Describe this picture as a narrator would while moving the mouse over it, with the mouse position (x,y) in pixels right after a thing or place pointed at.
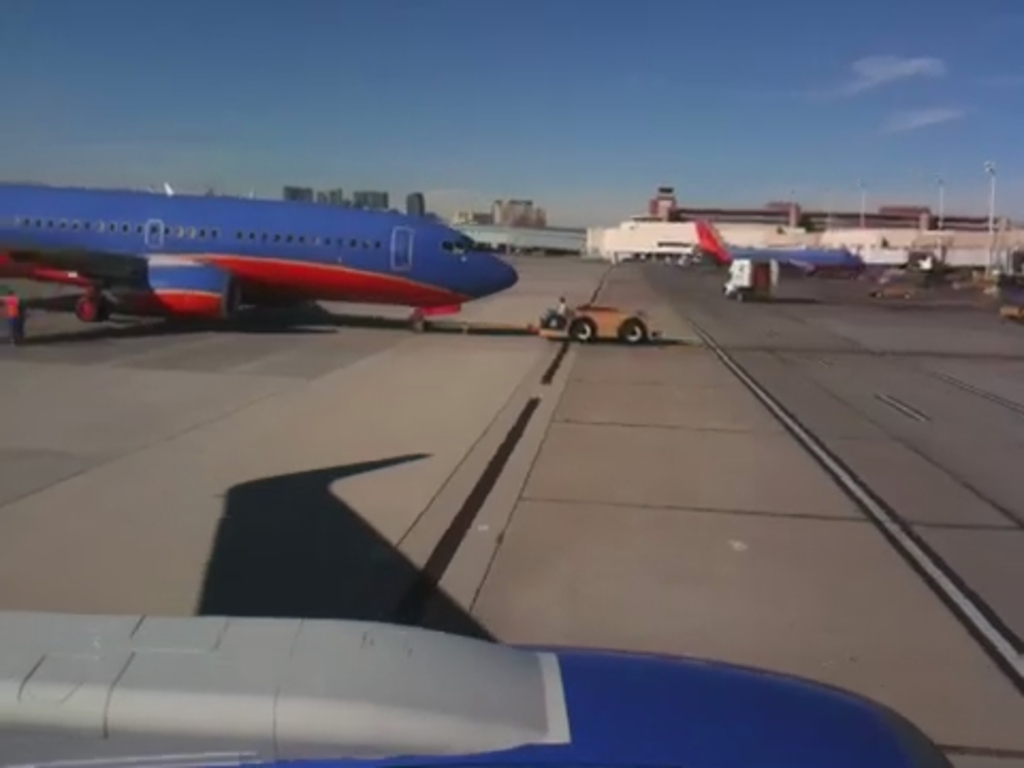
It is an airport (826,406), there is an aeroplane (295,266) in blue color on the left side of an image (301,262). At the top (569,132) it is the blue color sky (551,195).
